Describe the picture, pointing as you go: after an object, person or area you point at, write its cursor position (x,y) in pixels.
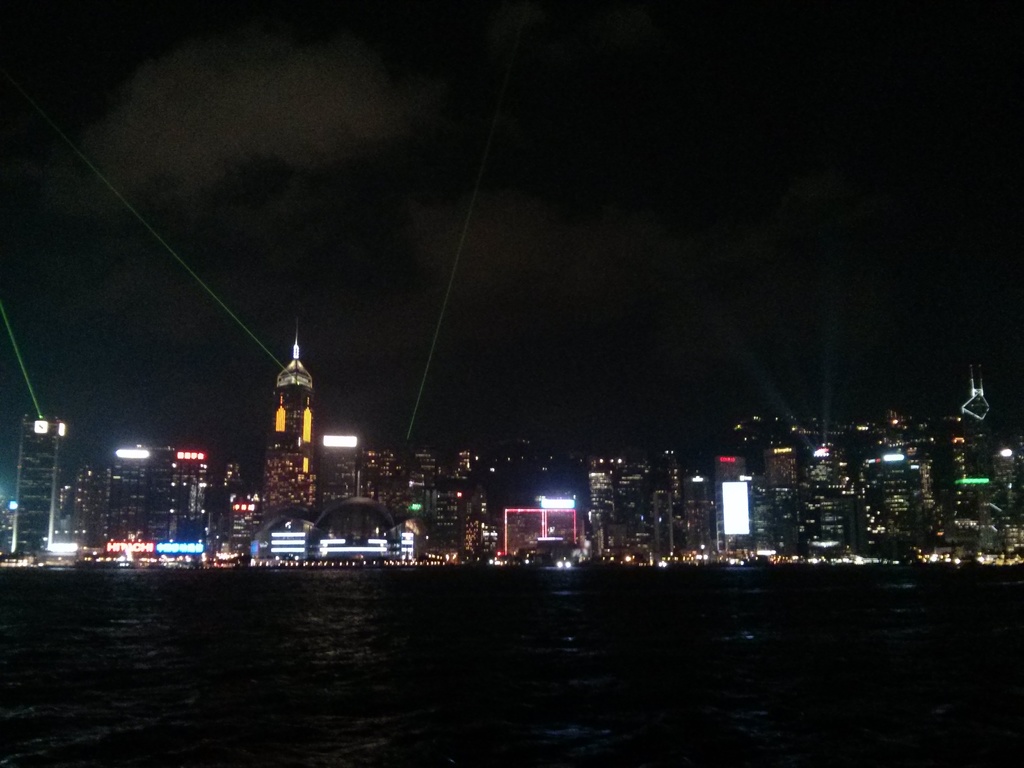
The image is captured in the night time, there is a water surface (14,742) and behind that there are many buildings (617,494) and towers (120,475), it is a beautiful view with a lot of lights (816,455).
